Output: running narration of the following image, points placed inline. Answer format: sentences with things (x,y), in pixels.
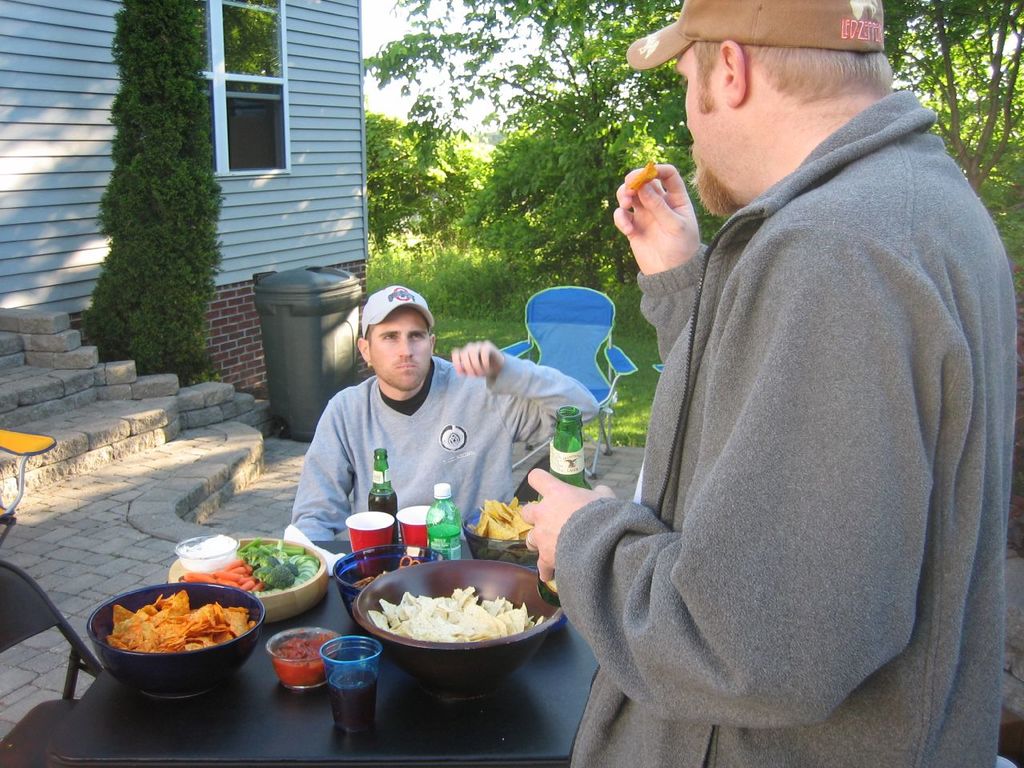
Here we can see a person (882,379) standing on the right side (707,416) in front of him we can see a person (458,438) sitting on a chair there is a table (183,762) in front of them with bowls (97,613) having food (296,561), bottles (433,534) of beer, soda (459,547) and behind them we can see trees (537,152) and plants (419,254) and there is a dustbin (319,269) present and there is a house (266,159) and a window (252,172) present.
